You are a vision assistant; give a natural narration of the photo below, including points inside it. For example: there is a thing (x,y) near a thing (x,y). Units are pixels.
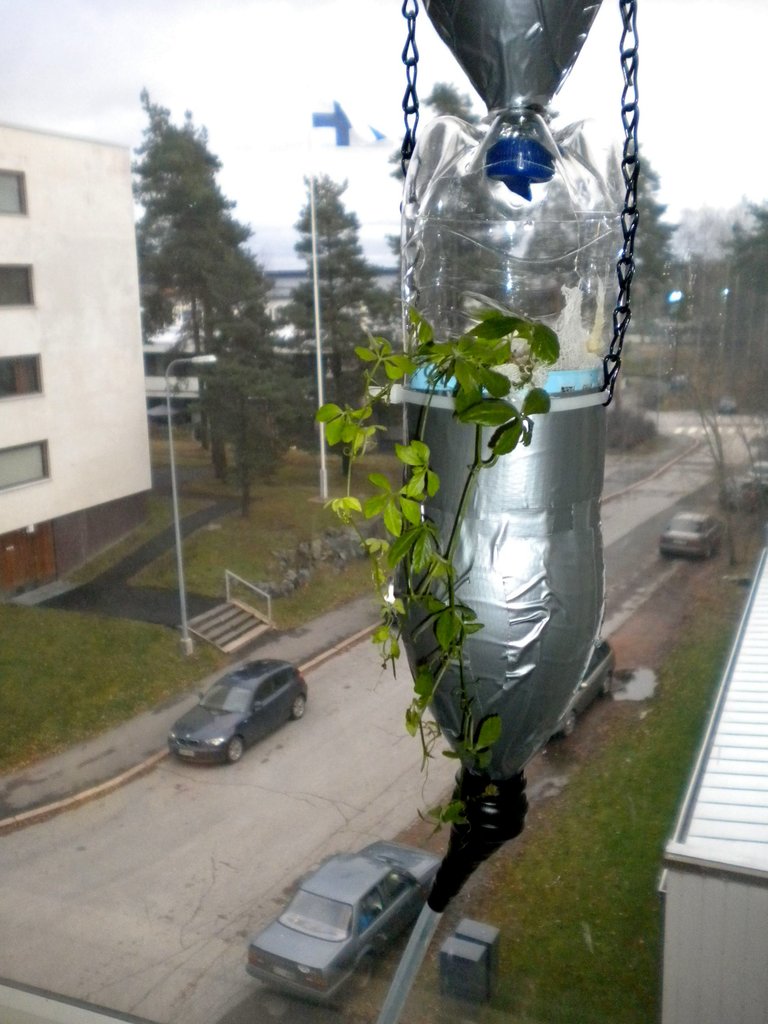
In front of the picture, we see a plant (475,462) and a plastic bottle (527,393) which is covered with a grey color sheet (536,577). At the bottom (340,997), we see the grass (581,1010) and the cars (288,699) parked on the road (206,815). In the right bottom (704,858), we see a building (727,919) in white color. On the left side (135,375), we see a building (109,339) in white color. Beside that, we see the street light (170,395). There are trees (361,333) and buildings (177,369) in the background (256,313). We see a flag pole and a flag (342,121) in white and blue color. At the top (401,60), we see the sky (723,76).
